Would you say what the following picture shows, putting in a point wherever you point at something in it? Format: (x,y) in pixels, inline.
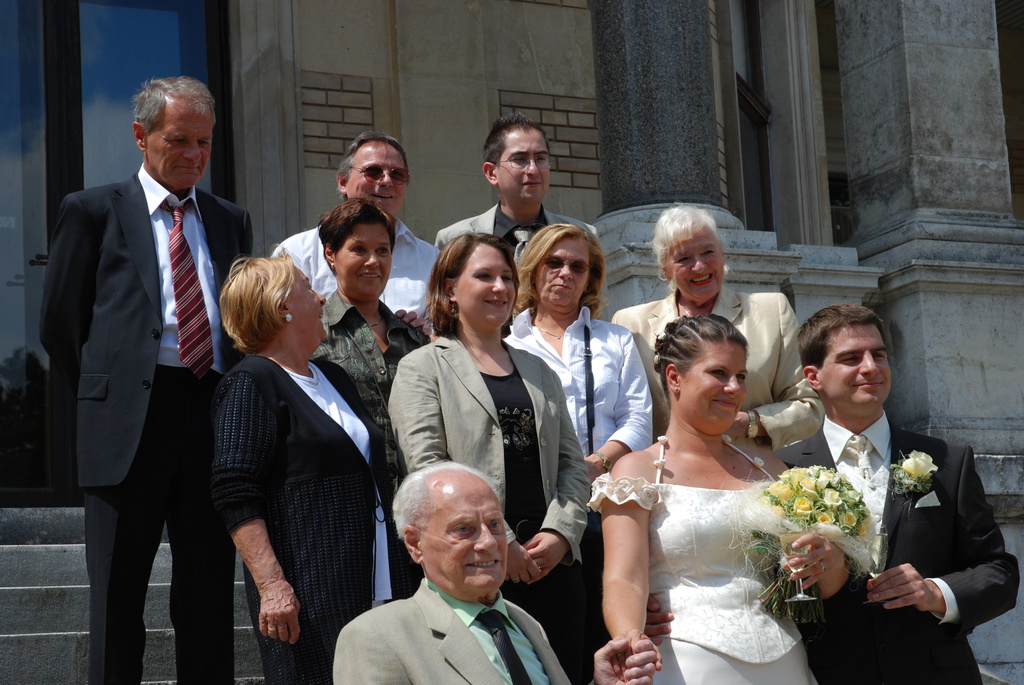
In this image I can see a group of people (334,530) standing and posing for the picture. I can see two people (761,465) on the right hand side (904,519) are holding wine glasses (805,596) and woman (721,568) among them on the left hand side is holding some flowers (804,492) in her hand (809,582). I can see a building (701,94) behind them with glass doors (80,86).
